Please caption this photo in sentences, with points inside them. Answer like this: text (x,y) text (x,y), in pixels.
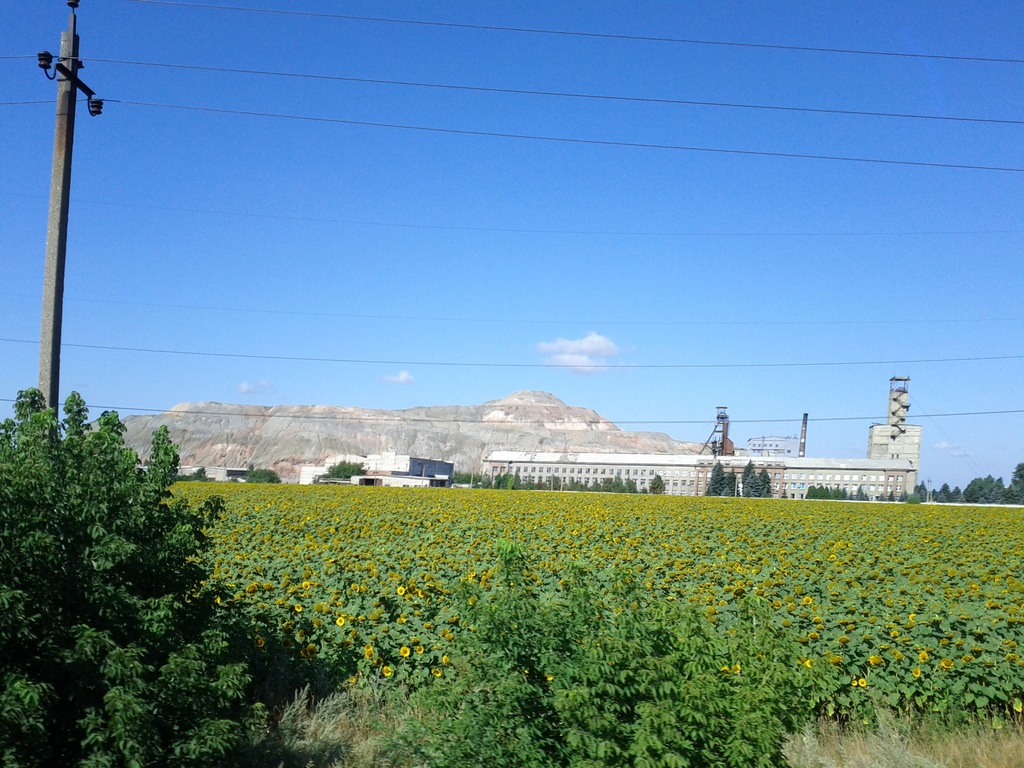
In this image I can see the plants (318,600). I can see an electric pole (74,81). In the background (595,464), I can see the buildings (599,482), hills (455,435) and clouds (572,347) in the sky (494,267).
